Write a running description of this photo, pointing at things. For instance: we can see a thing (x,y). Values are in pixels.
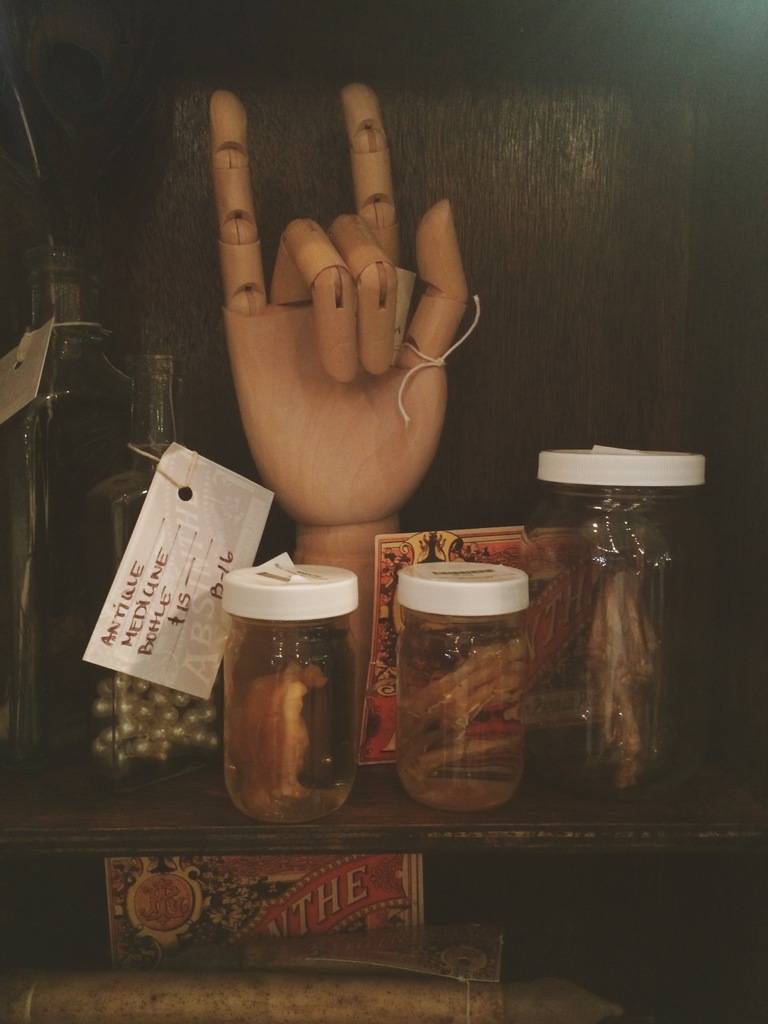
In the picture I can see the wooden shelf (554,83). I can see the glass bottles (89,668) and storage bottles (555,659) are kept on the wooden shelf (476,367). It is looking like a wooden model of a hand (349,465) on the wooden shelf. I can see an object (289,911) at the bottom of the picture (424,1010).
